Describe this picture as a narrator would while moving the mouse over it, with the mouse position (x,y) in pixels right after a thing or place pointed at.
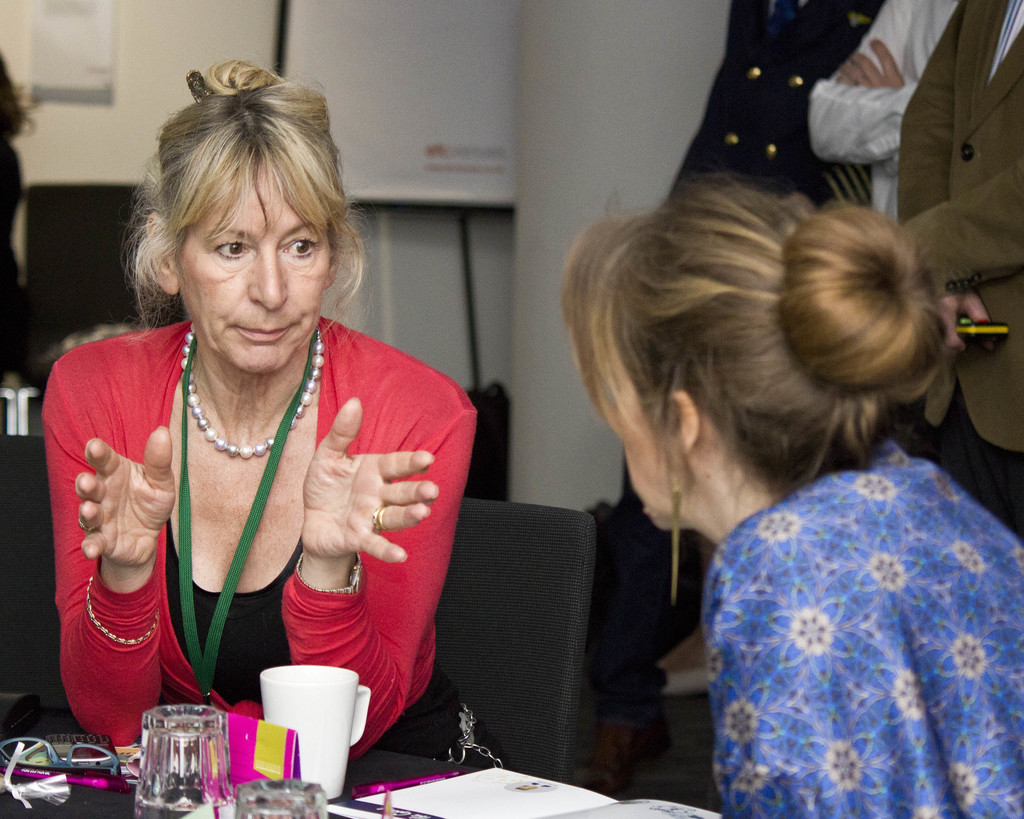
In this image we can see two women (701,309) sitting in front of a table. one woman (253,611) is wearing red t shirt (292,601). On the table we can see a cup (317,723) and couple of glasses (187,794). In the background (942,212) we can see several persons (877,121) standing. One person (958,215) is holding a mobile (985,333) in his hand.
